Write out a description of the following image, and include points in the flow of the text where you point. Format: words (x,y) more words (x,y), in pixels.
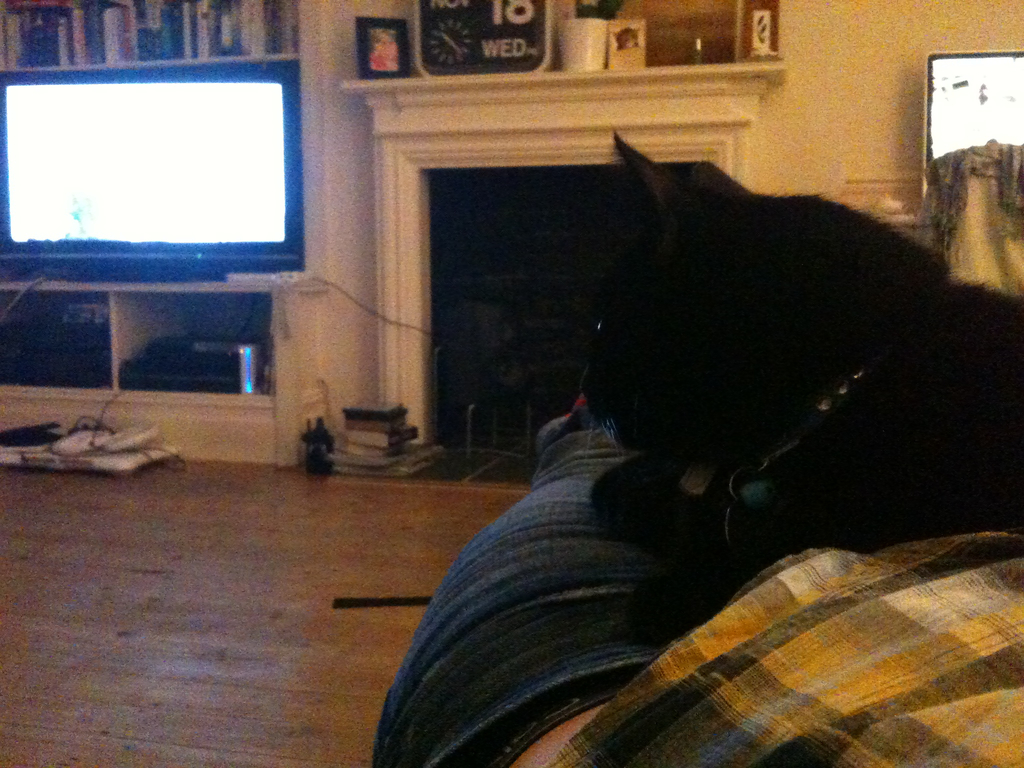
In this image I see a cat (647,616) which is of black in color and it is sitting on a person's lap (410,767) and I see a brown colored floor (254,494). In the background (336,422) I see a white color wall (355,66) and there is rack (296,57) over here in which there are books (156,19) and there is a TV (297,70) and few things (710,13) over here.
